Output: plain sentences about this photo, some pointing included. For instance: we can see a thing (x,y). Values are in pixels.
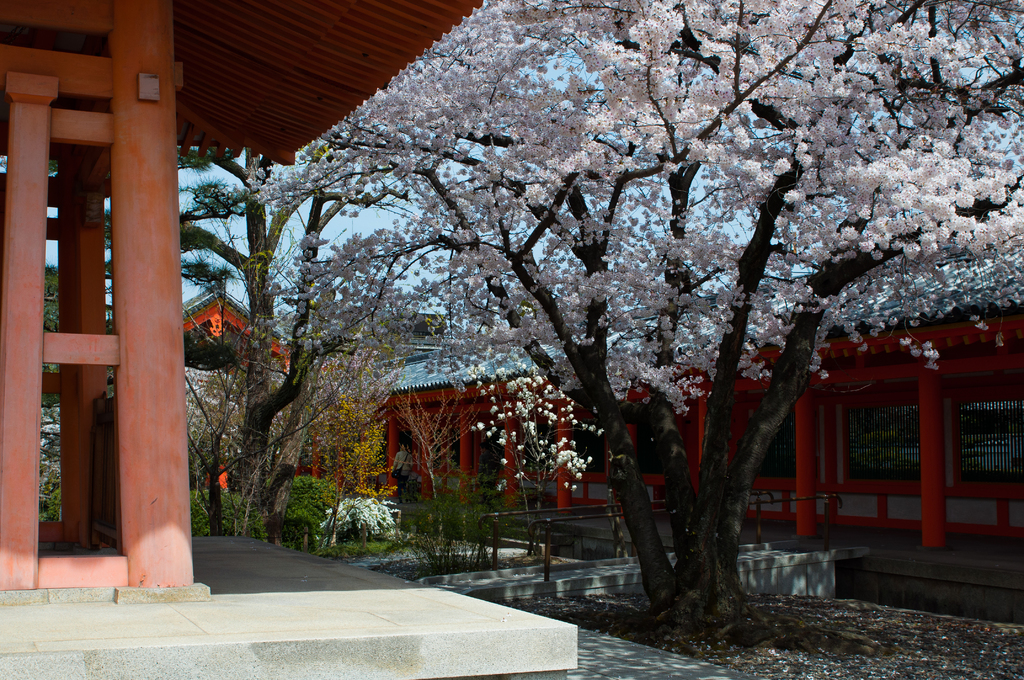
In this image there are houses (866,443) on either side of the image. In the center (617,346) there are trees (556,337) and plants (299,487). At the top (364,212) there is the sky (364,212).
